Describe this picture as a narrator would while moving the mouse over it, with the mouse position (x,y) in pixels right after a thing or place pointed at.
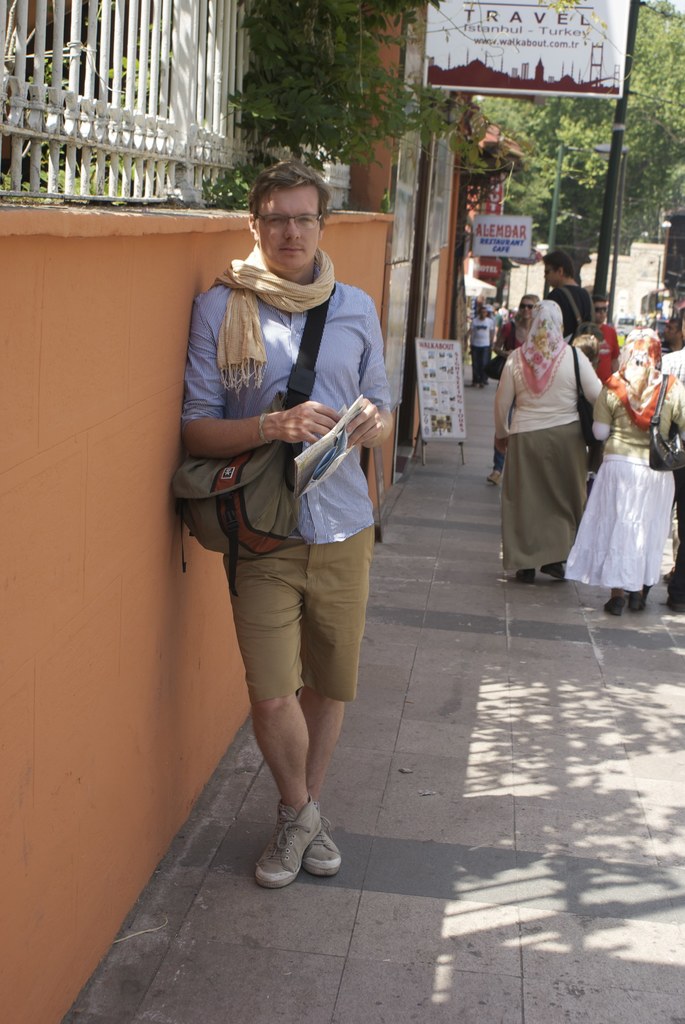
In the picture there is a wall (19,935), there is an iron fence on the wall (59,527), beside the wall (152,786) there are many people (273,586) standing on the floor (502,1023), there are trees (315,114), there are boards (570,32) with the text (490,229) and there are poles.
